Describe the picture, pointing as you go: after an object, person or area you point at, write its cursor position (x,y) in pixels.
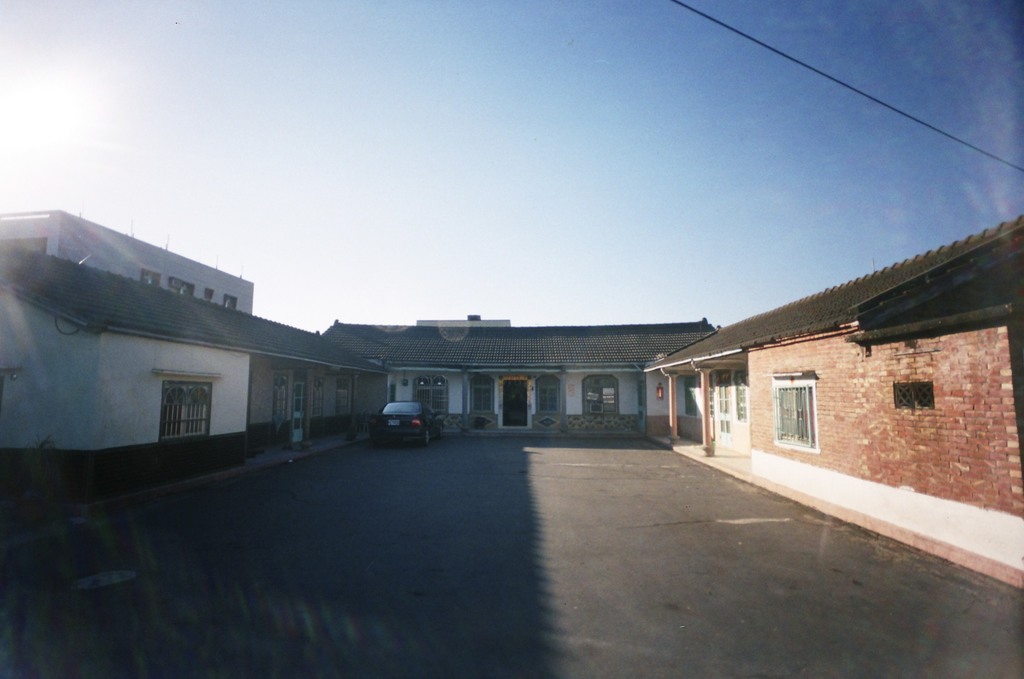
This image consists of houses (496,334) in the middle (544,334). There is sky (511,175) at the top (438,191). There is a car (387,426) in the middle (408,425).
